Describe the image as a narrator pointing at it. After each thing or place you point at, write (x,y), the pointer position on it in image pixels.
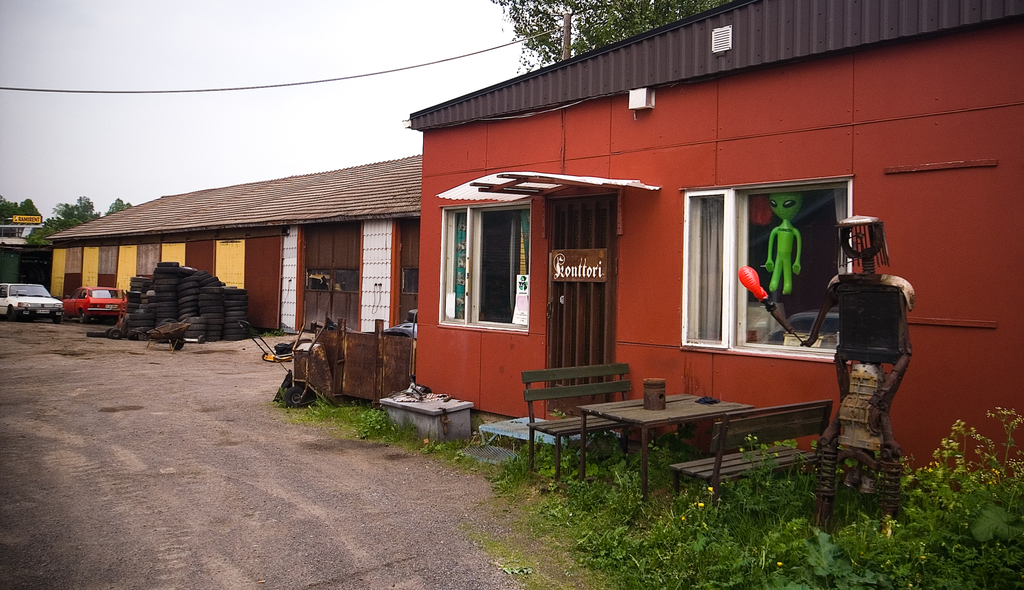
This picture describe the red color shed house (447,235) with roofing tile (393,201) on the top (330,190). In front we can see many black car wheel Tyre (152,310) are placed. Beside we can see white and red color car (36,295) is parked. On the right corner (756,438) we can see a wooden table (645,410) and bench (574,431) placed in front of the shed house (626,311).
